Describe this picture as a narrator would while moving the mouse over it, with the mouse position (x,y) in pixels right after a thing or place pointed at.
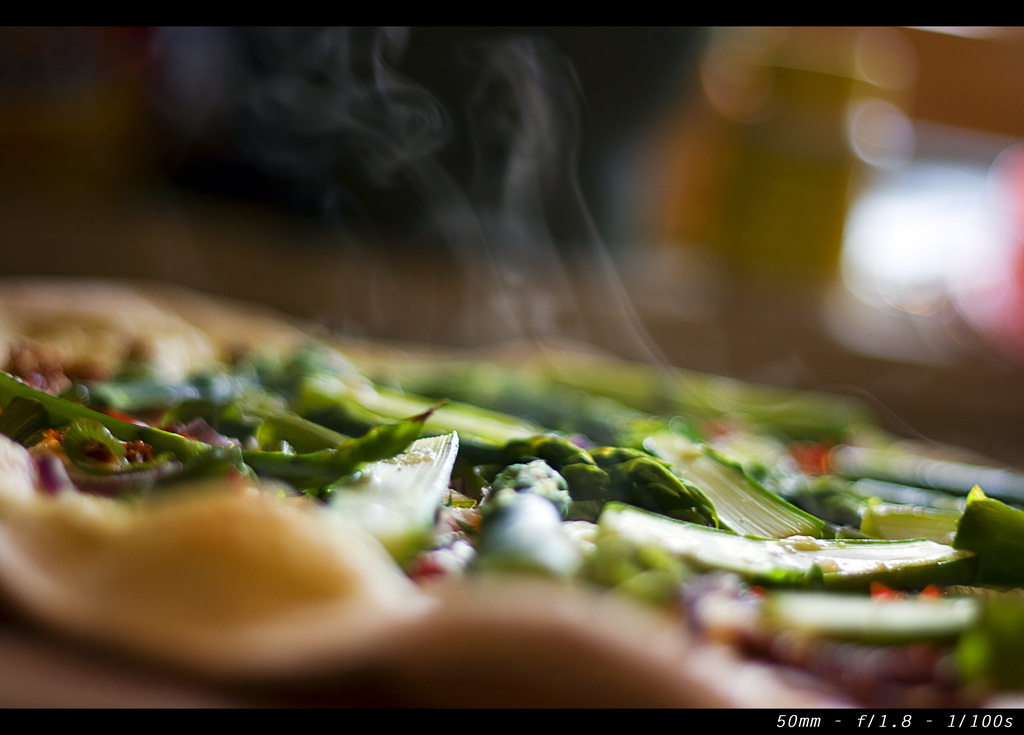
In this image I can see number of vegetables (457,504) and the smoke (411,167). I can also see this image is little bit blurry and on the bottom right side of the image (1006,727) I can see a watermark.
